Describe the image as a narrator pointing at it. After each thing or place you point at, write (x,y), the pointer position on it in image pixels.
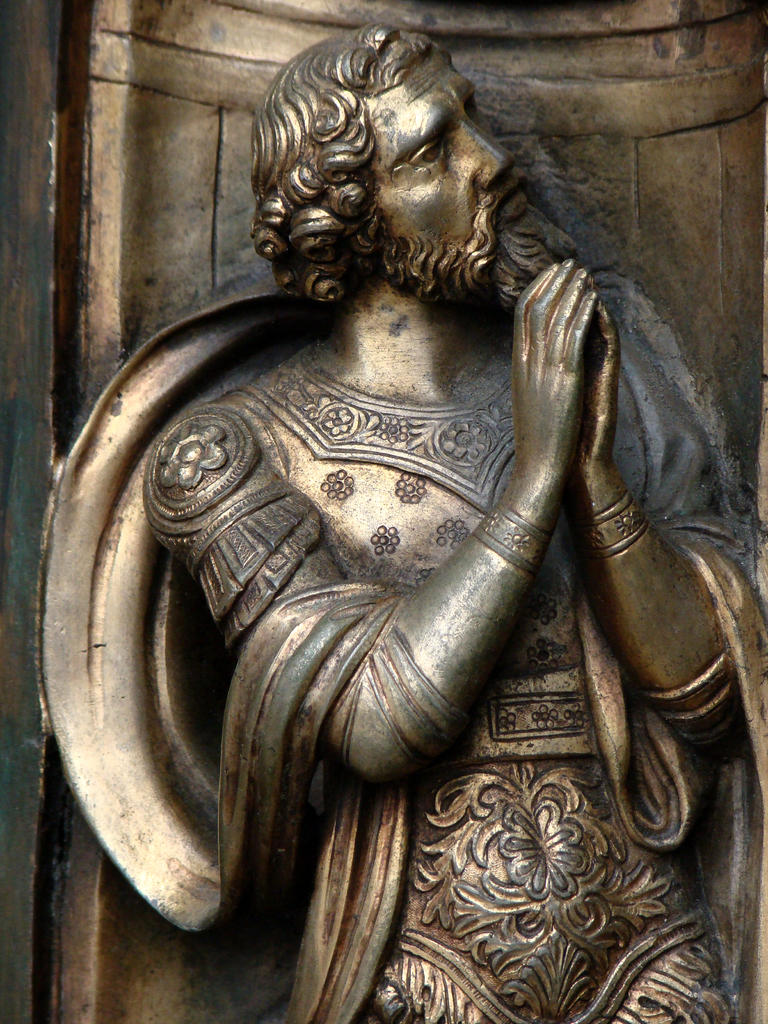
This is sculpture (511,574) of a man (493,668).
